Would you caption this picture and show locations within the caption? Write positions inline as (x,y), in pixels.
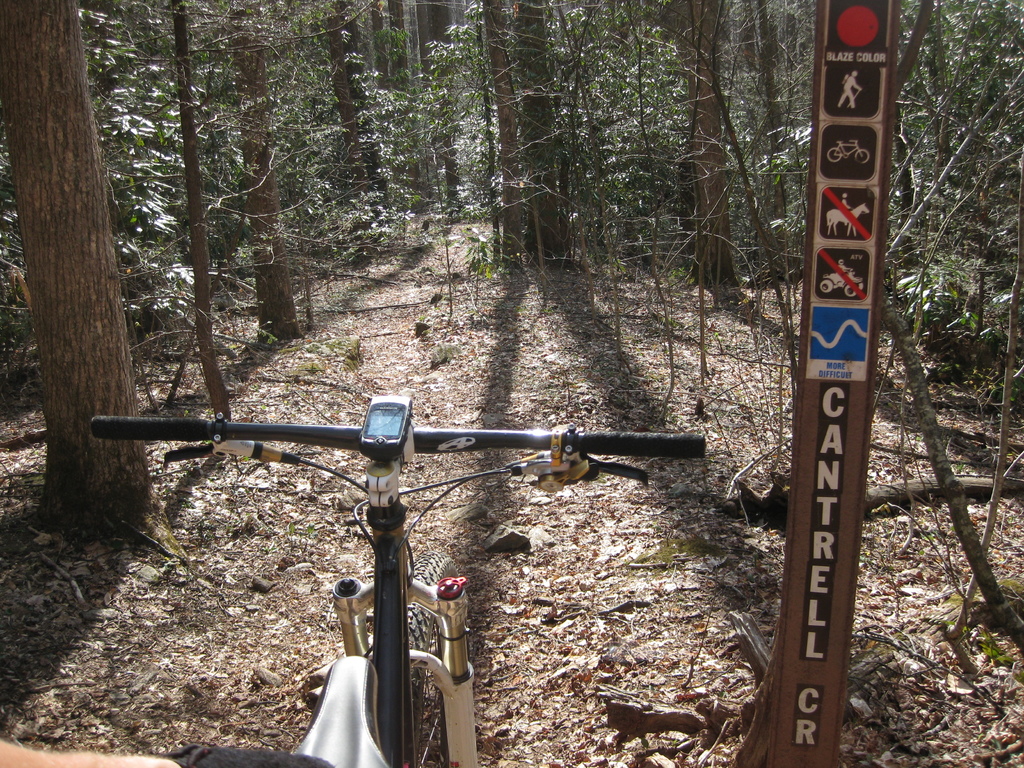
In this image, I can see a bicycle (341,747). On the right side of the image (809,312), there are stickers (829,511) to a wooden pole (815,609). I can see the trees (507,254) and dried leaves (606,581) on the ground (566,341).
